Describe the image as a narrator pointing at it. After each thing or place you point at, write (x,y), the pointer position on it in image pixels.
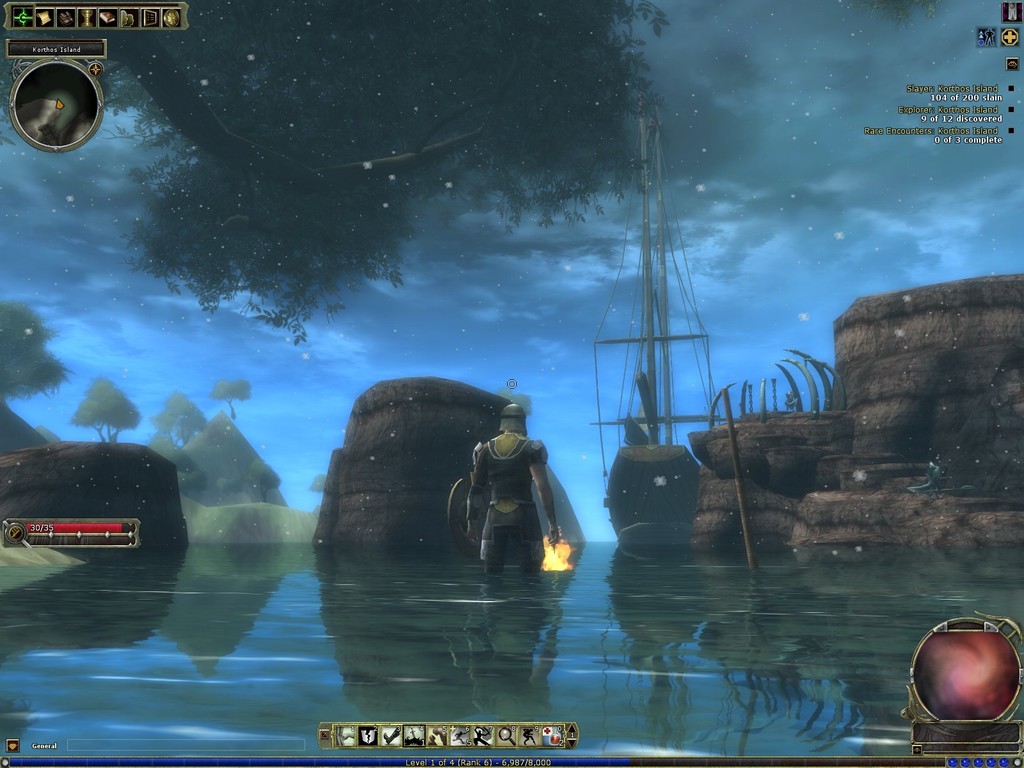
This is animated picture, there is a person's (507,509) standing and we can see trees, stick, poles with strings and sky (420,282).
